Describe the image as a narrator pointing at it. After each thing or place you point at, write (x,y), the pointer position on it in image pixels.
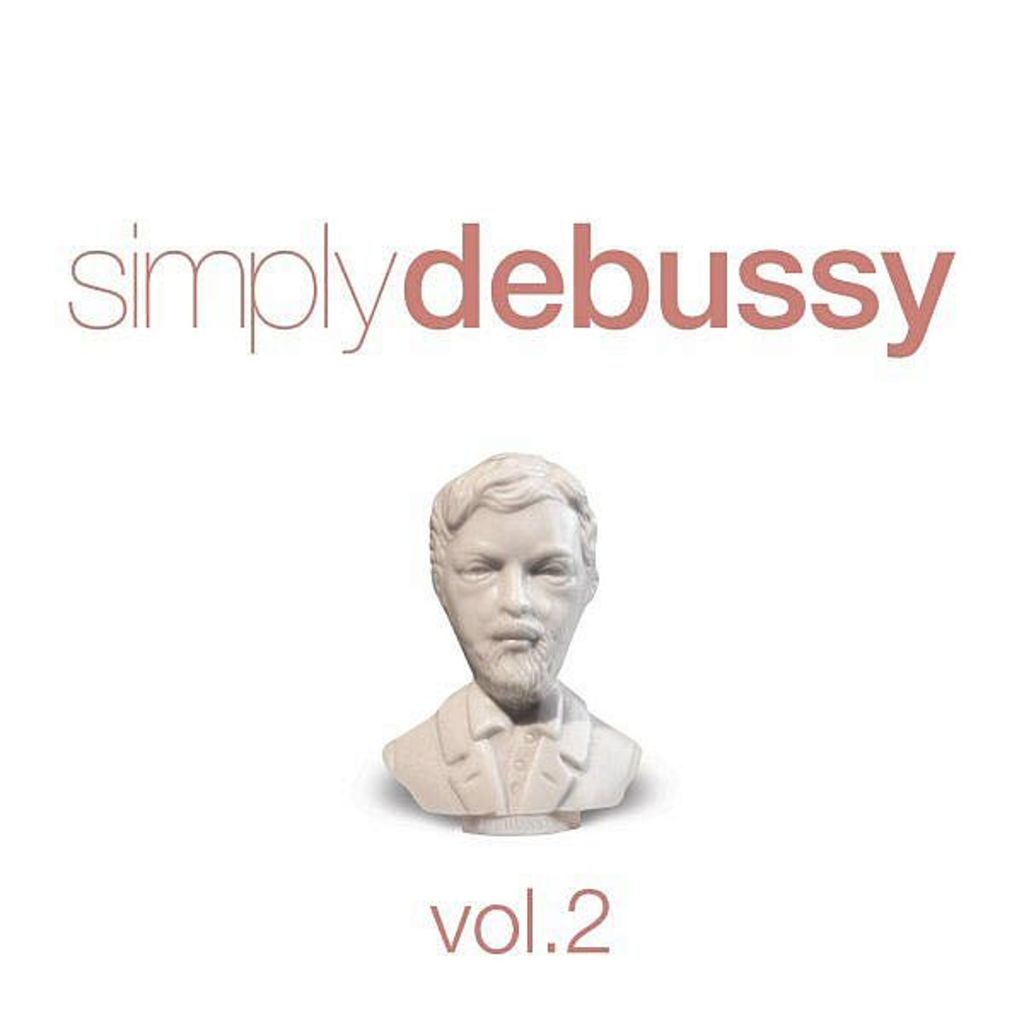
In this image I can see a white colored statue (523,715) of a person (501,707) wearing blazer (475,750). I can see the white colored background (648,393) and few words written with brown color.
